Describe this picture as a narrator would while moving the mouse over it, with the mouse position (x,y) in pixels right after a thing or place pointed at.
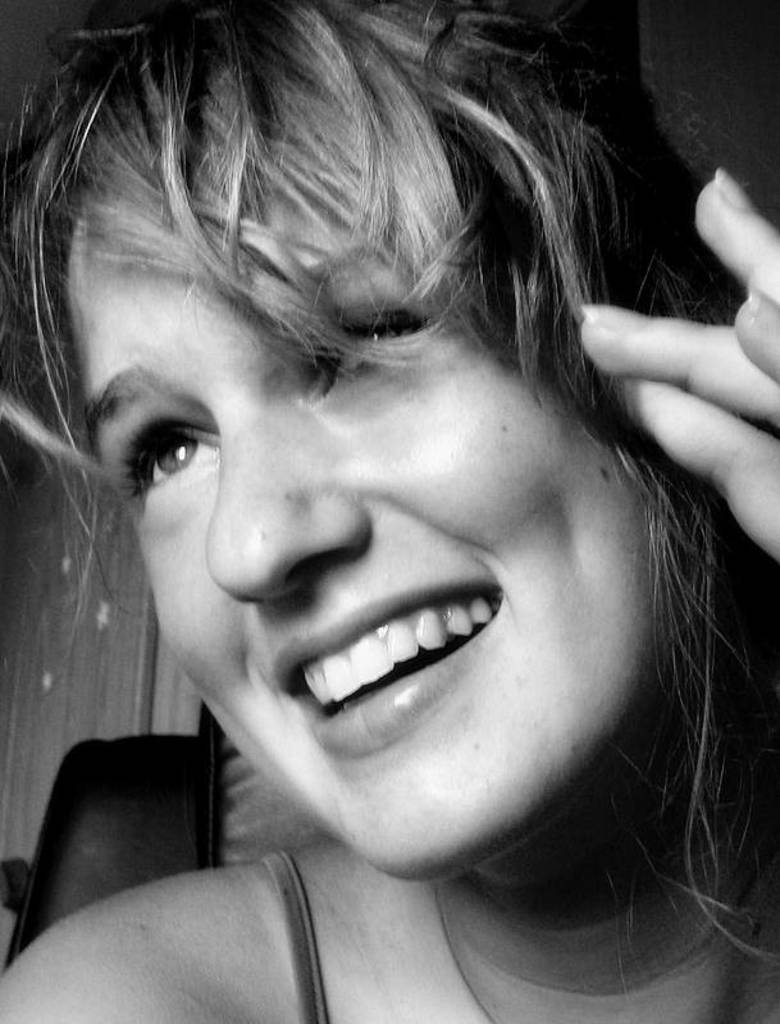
In the picture there is a woman (584,388) present.
